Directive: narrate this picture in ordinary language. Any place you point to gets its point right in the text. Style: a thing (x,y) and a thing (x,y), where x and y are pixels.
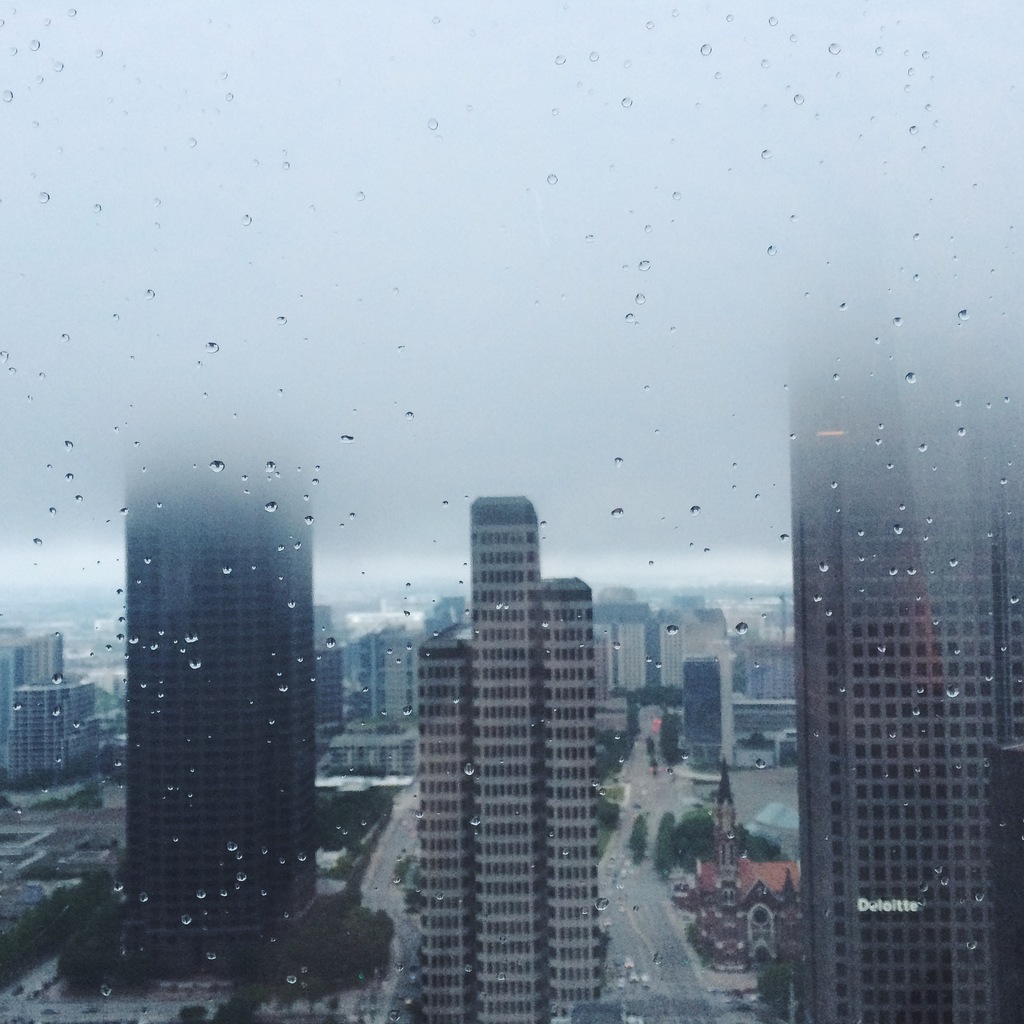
In this picture we can see water droplets (269,741) on the glass (330,825), through glass (255,475) we can see buildings (705,874), vehicles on the road (679,807), trees (683,820) and sky (626,400).
